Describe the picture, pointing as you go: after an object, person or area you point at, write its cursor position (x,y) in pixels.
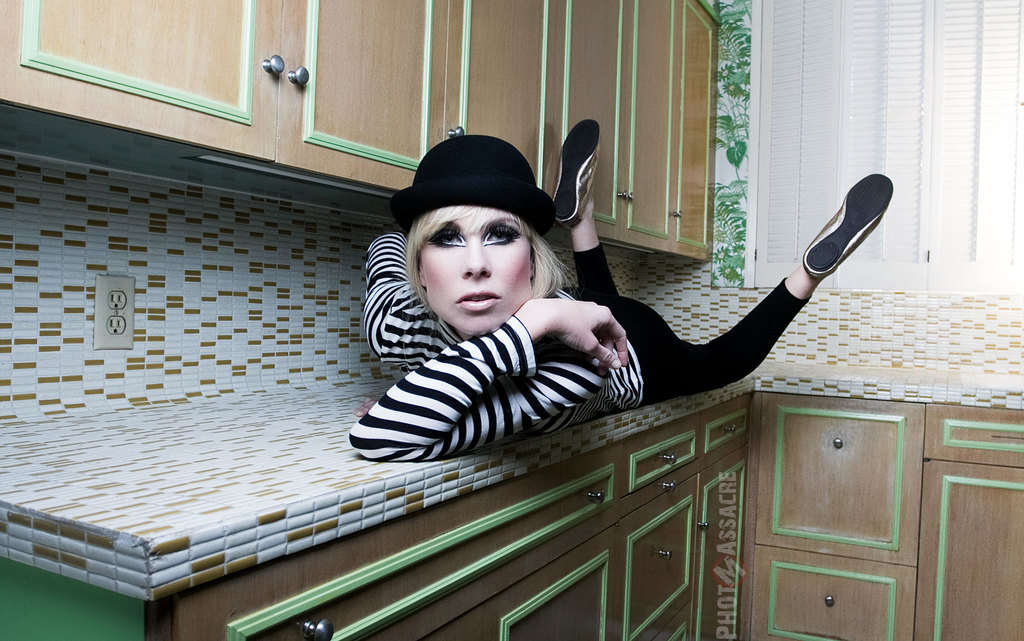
This picture might be taken inside the room (792,382). In this image, in the middle (581,275), we can see a woman (555,369) lying on the table (127,500). In the background (356,86), we can see some shelf (996,424) and windows (961,191).
